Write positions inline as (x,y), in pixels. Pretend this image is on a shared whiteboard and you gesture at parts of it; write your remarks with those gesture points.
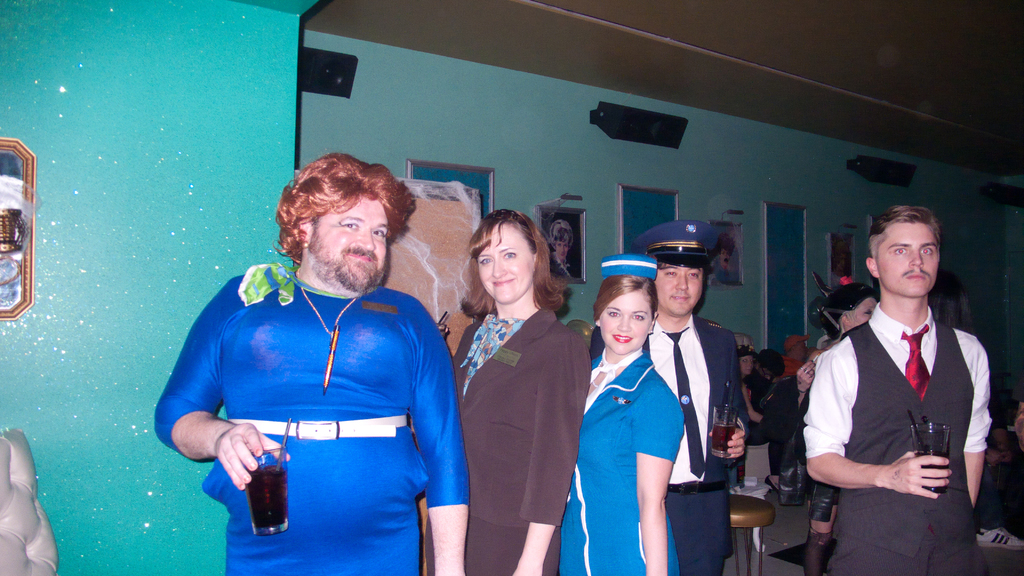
In this image I can see the group of people (519,400) with different color dresses (836,354). I can see two people (636,289) with the caps (651,234). I can see few people (881,465) holding the glasses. To the back of these people (709,377) I can see few are sitting. In the background (634,234) there are many frames (619,233) to the blue color wall (542,135).
